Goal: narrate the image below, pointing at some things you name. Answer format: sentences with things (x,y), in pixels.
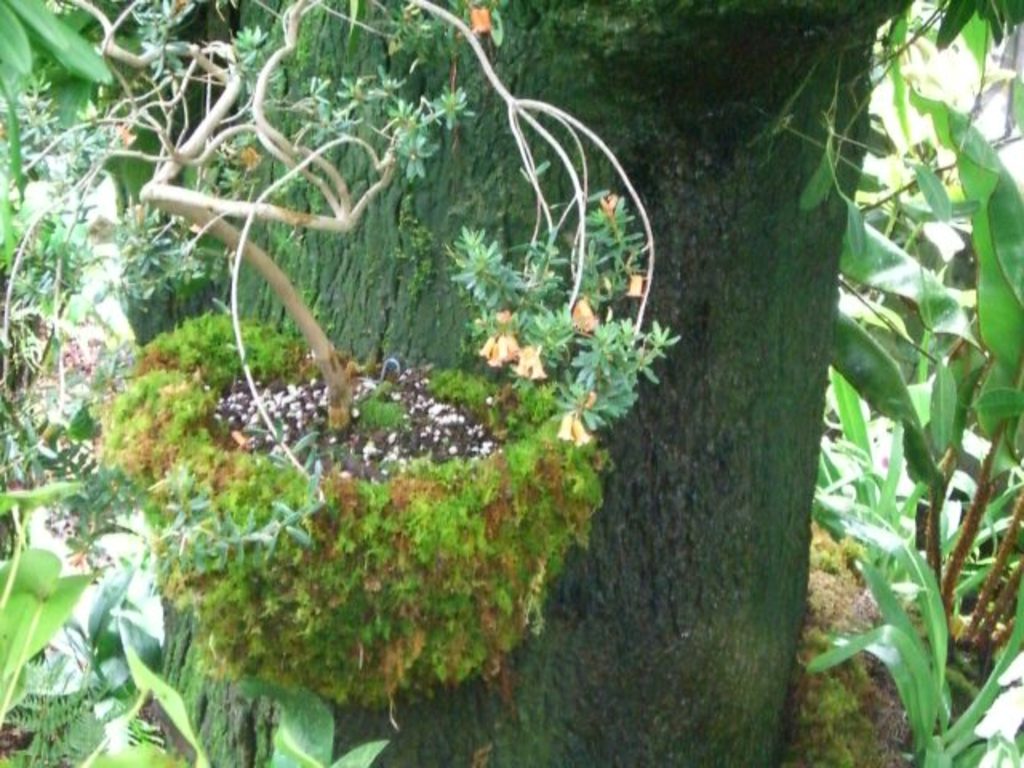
In this picture I can see a tree bark (629,510) and I can see few plants (522,459) and leaves (981,251).
